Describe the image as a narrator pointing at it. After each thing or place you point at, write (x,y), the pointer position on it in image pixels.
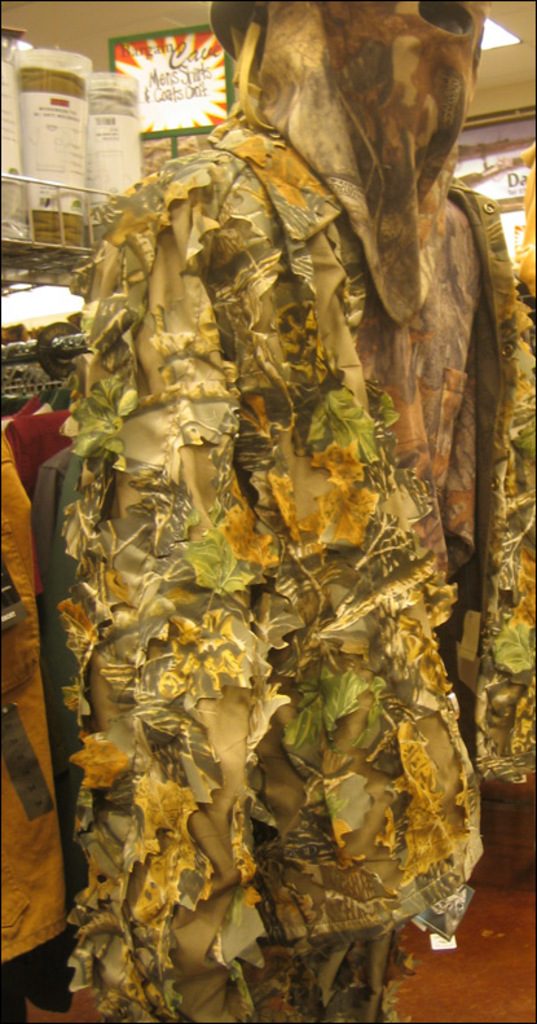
Here we can see clothes (373,926) and this is floor (451,959). In the background (96,103) we can see a board (181,136), light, and objects (96,93).
